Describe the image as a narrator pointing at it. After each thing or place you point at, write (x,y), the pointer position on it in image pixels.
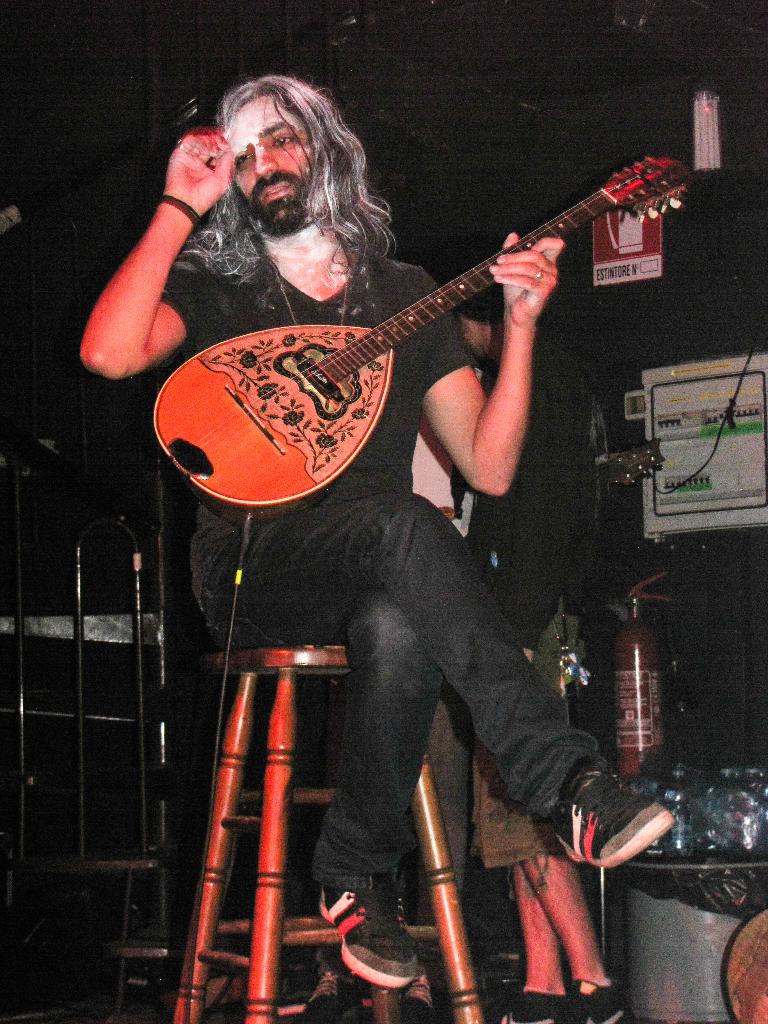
In this image there is a person (428,560) wearing black color dress (353,520) sitting on the stool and playing musical instrument (349,365).
